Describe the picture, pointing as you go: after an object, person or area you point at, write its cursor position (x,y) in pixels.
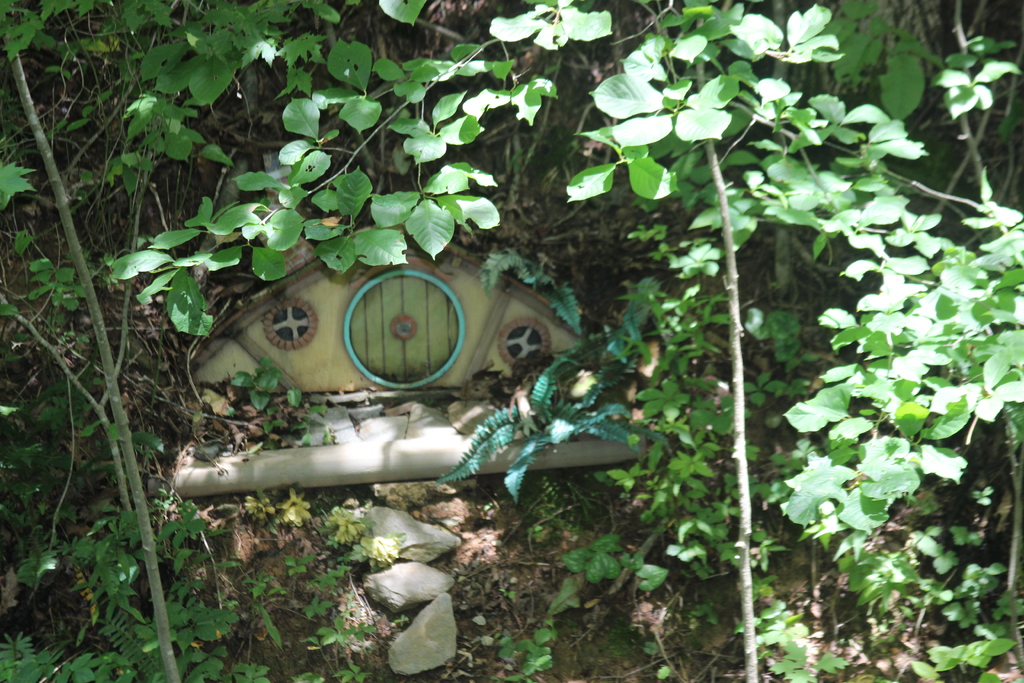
In this picture I can see trees (135,195) and a toy house (203,352) and few stones (392,532).
